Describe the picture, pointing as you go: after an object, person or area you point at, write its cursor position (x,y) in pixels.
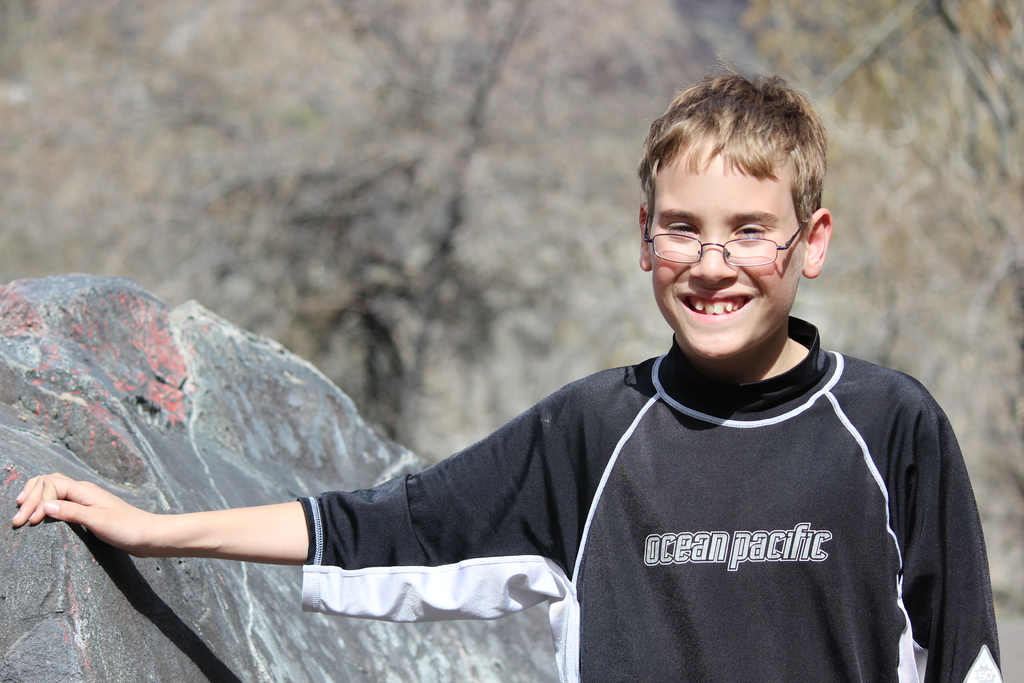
There is a boy (675,556) standing and smiling and wore spectacle (696,243), beside this boy (307,529) we can see rock (189,329). In the background (946,267) it is blur.
